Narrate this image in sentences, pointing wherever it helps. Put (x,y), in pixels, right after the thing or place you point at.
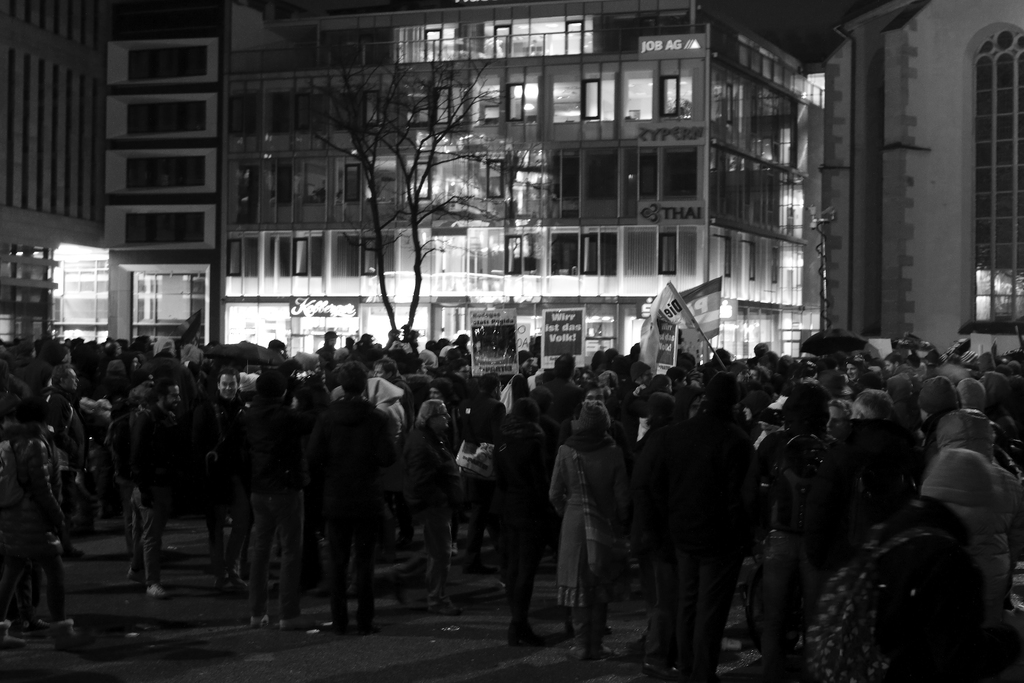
In this image there are persons (654,450) standing on the road (448,636), there are persons (17,472) truncated towards the left of the image (29,423), there are persons (964,473) truncated towards the right of the image (979,477), there is a flag (703,325), there are boards (497,338), there are text (558,328) on the boards (556,325), there is a tree (355,132), there are buildings (164,168), there is a pole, there is a wire (820,276) on the pole (824,251), there is a building (938,95) truncated towards the right of the image (984,151), there is a building (54,206) truncated towards the left of the image (33,228).
